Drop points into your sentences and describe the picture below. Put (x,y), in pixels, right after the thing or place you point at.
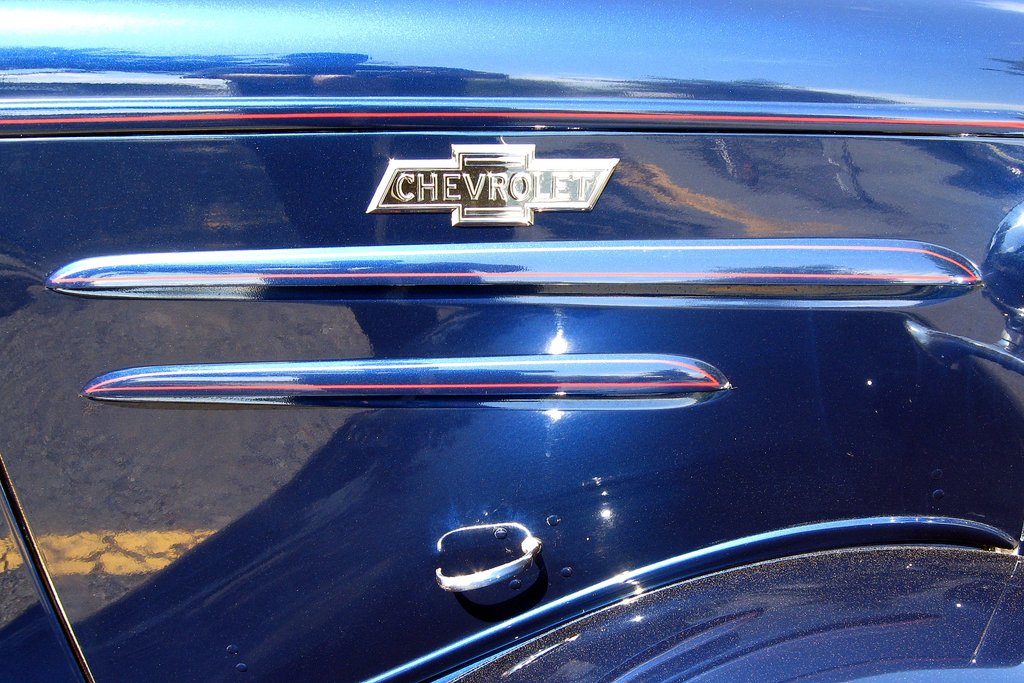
In this image we can see a logo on a motor vehicle (335,235).
